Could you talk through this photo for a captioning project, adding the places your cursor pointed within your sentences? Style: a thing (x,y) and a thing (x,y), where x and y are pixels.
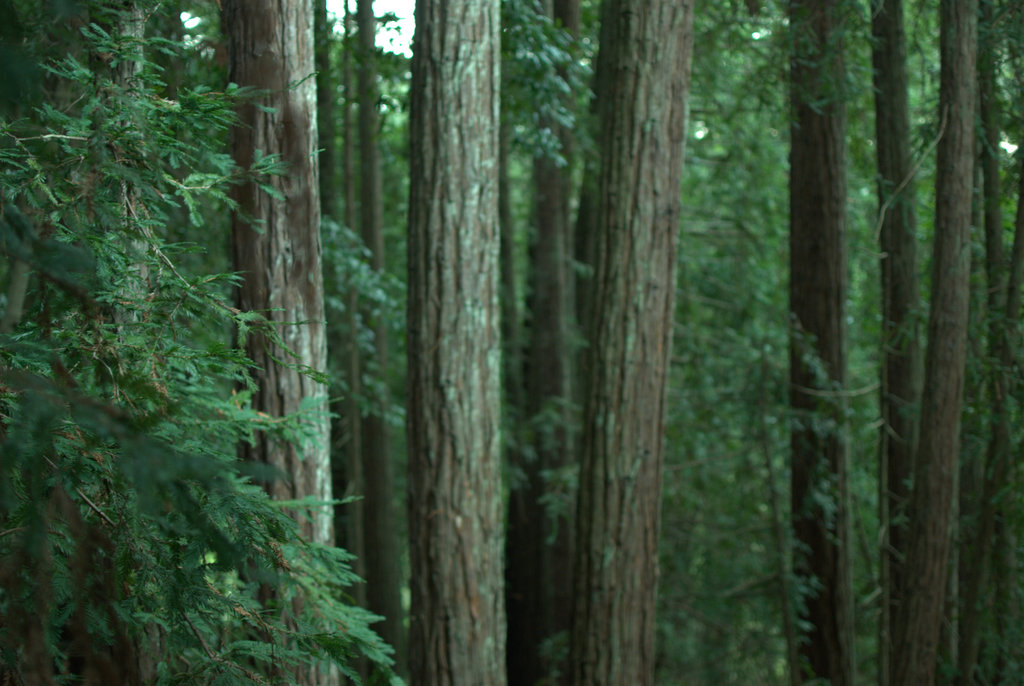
In the image we can see trees (511,367) and leaves (273,588).
